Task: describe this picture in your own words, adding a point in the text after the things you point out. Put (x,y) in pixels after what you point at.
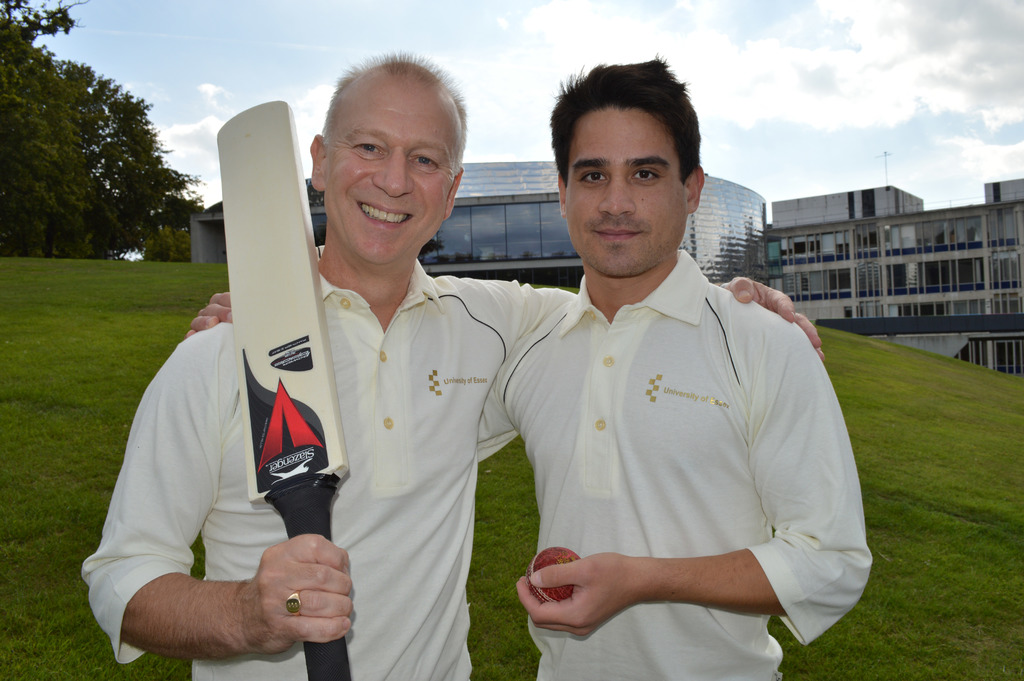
In the center of the image (618,351) there are two people (626,481). The man (672,621) standing on the right (778,441) is holding a ball (551,553) in his hand (544,575) and a man (383,195) on the left (330,227) is smiling and holding a bat (307,265) in his hand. In the background (139,224) there are buildings (848,255), trees (153,183) and sky (798,76).
